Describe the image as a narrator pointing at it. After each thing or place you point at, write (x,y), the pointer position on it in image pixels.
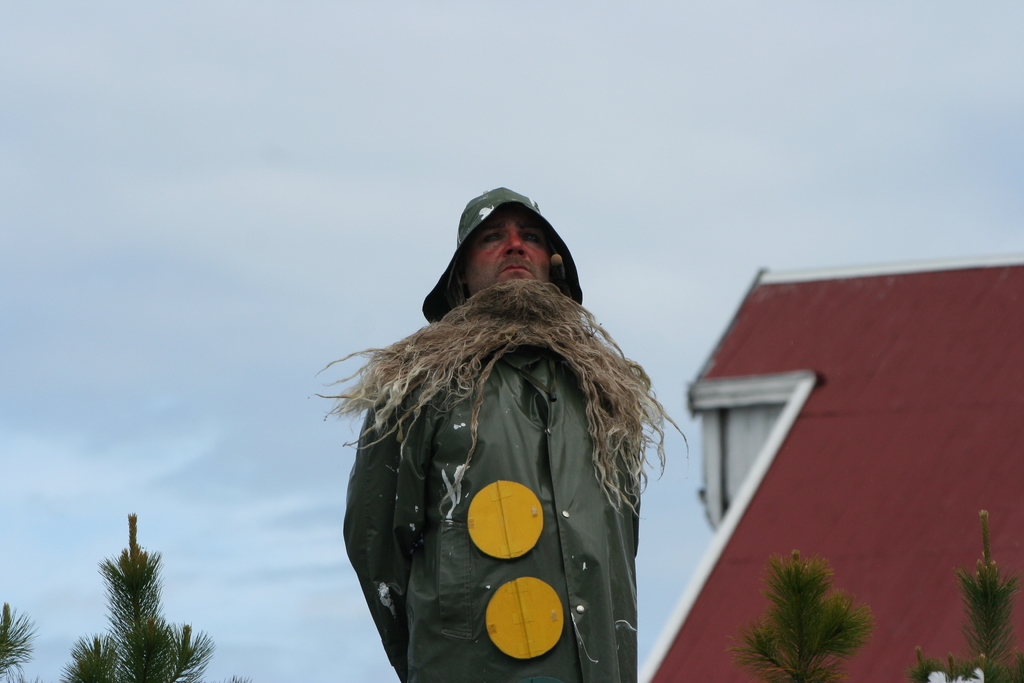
In this image there is a person (508,436) standing, behind the person (439,617) there are trees (784,586) and a building (799,409). In the background (224,281) there is the sky (162,312).
